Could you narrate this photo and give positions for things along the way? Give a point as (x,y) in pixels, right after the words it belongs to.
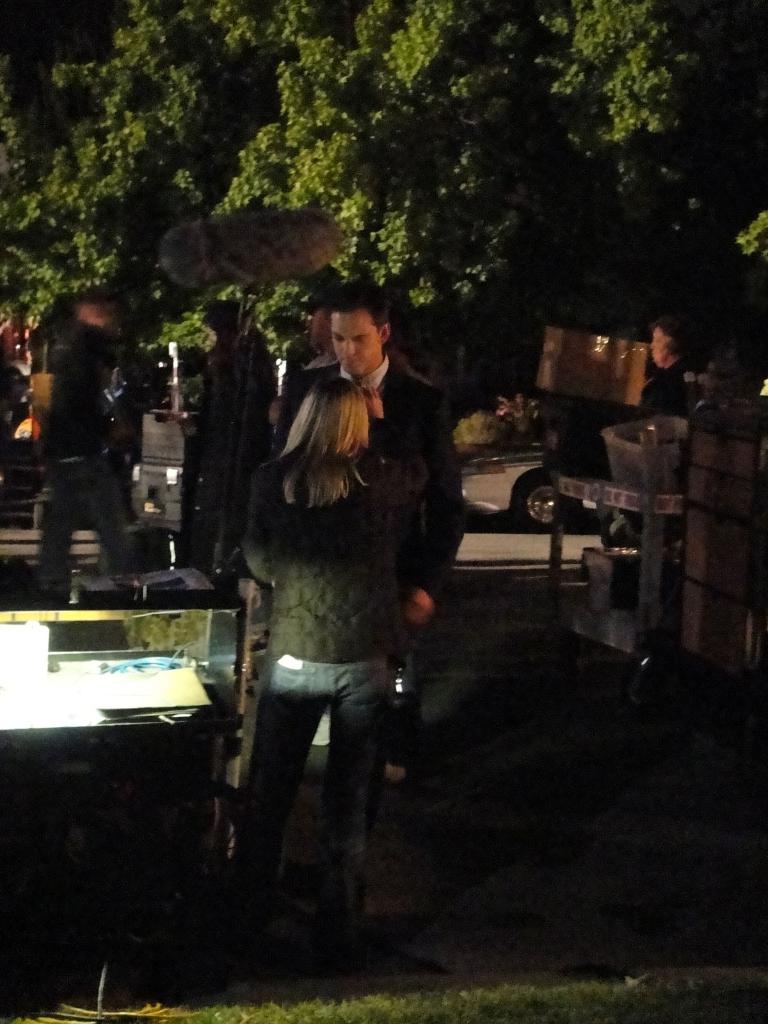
This image is taken outdoors. At the bottom of the image (361,986) there is a ground (470,995) with grass (694,989) on it. In the middle of the image (378,523) a man (408,583) and a woman (331,677) are standing on the ground (349,1000). In the background (95,405) a few people (99,454) are walking on the road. A car (530,479) is parked on the road (533,537). There is a tree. On the left side of the image (121,664) there is a table (142,597).
